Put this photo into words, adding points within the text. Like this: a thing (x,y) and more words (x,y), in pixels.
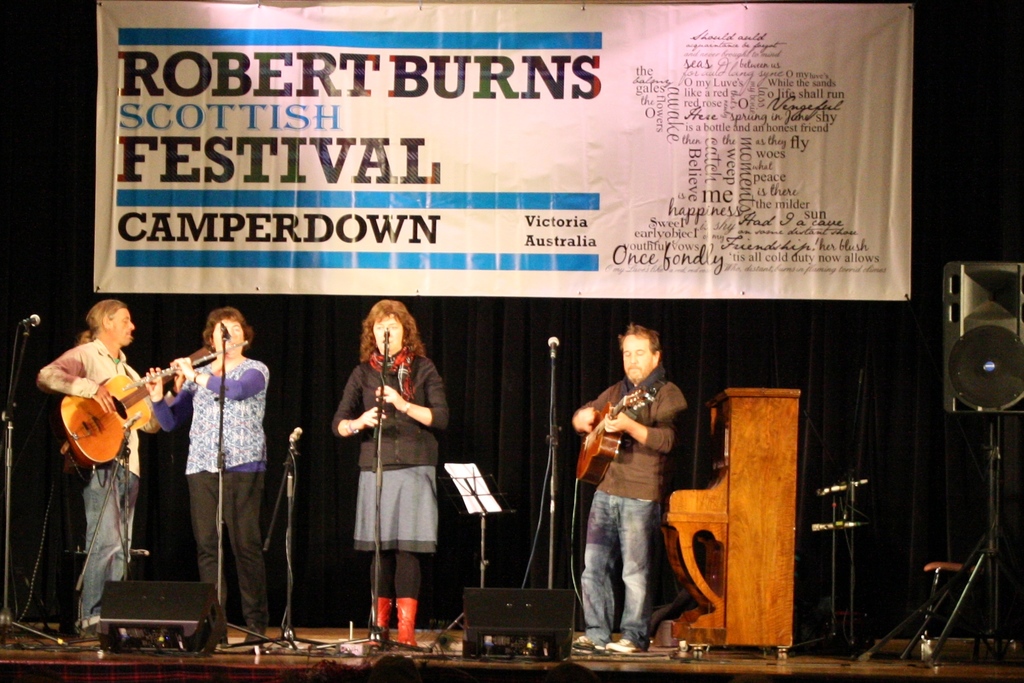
In this picture we can see four persons (434,375) standing on stage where two (102,469) are playing guitar (119,387) and one (232,421) is playing flute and one (380,457) is on mic (384,330) and in background (745,404) we can see banner (537,199), speakers (970,316), piano (764,486).
